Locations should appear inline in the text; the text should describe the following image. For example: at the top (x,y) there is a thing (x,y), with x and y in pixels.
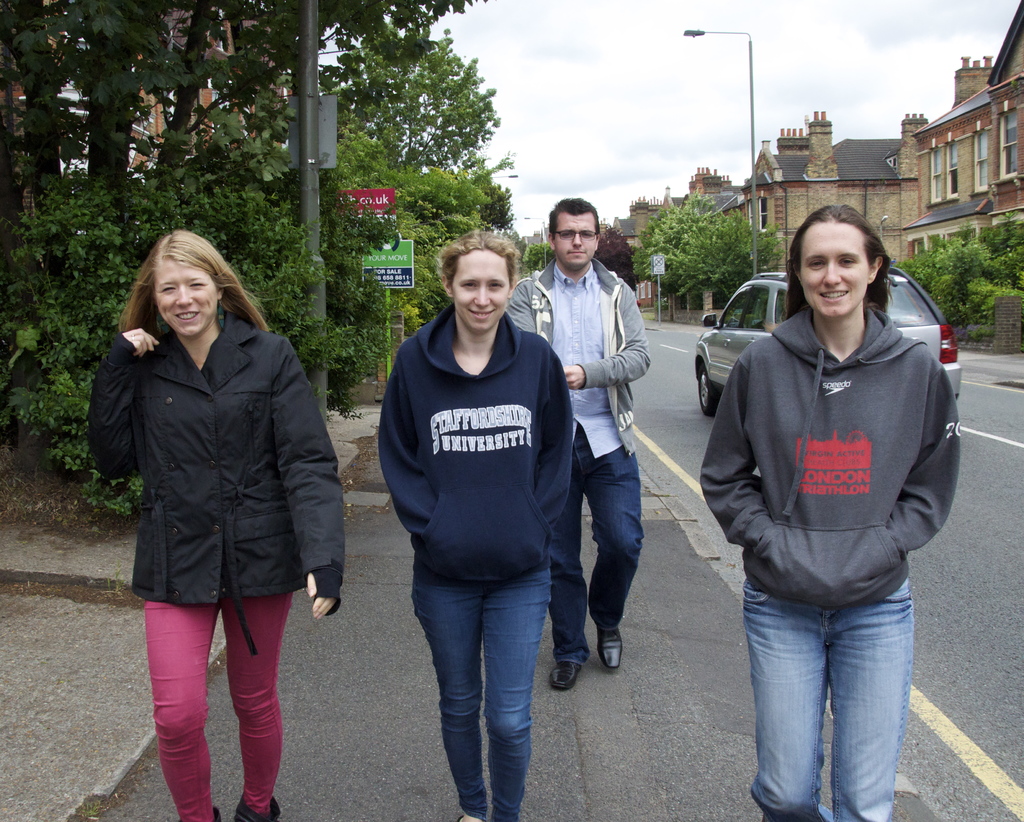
In this image we can see few persons (447,338) on the road (222,803). In the background (736,331) we can see a vehicle (732,336) on the road (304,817), trees (655,252), boards (334,121) on a pole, buildings (898,183), windows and clouds (549,83) in the sky (726,38).
